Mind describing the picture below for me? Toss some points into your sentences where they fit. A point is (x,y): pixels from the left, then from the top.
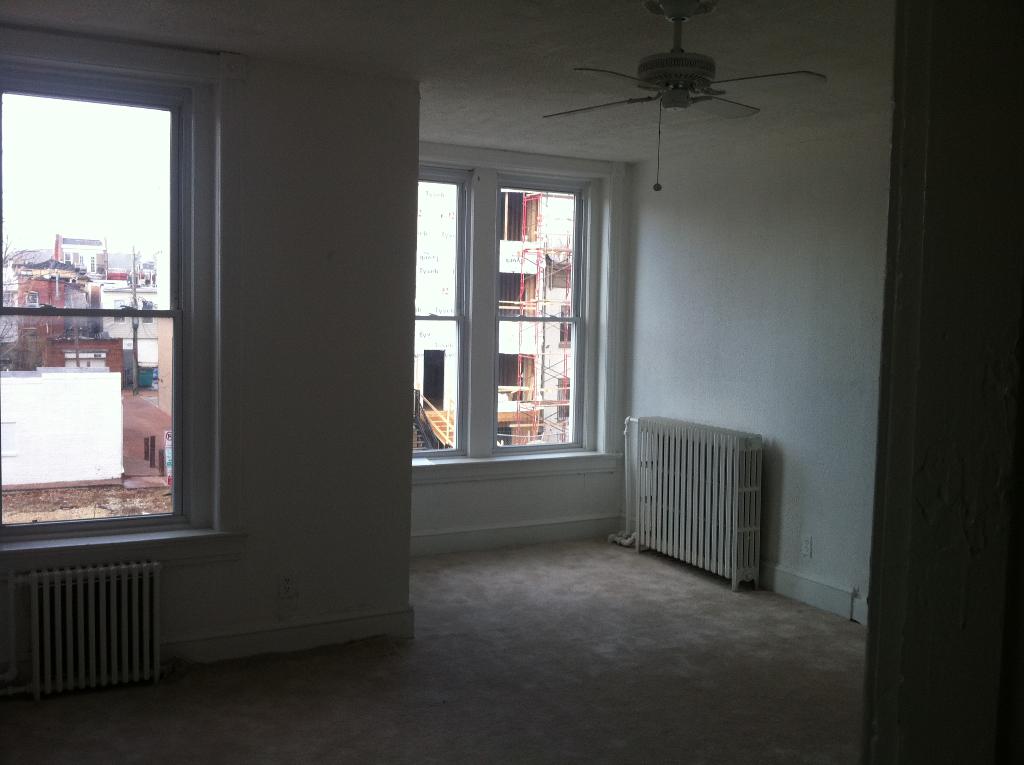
In this image we can see inside of a room (591,459). On the ceiling (610,118) there is a fan (594,108). Also there are windows (101,384). Through the windows (448,359) we can see buildings (114,343).
